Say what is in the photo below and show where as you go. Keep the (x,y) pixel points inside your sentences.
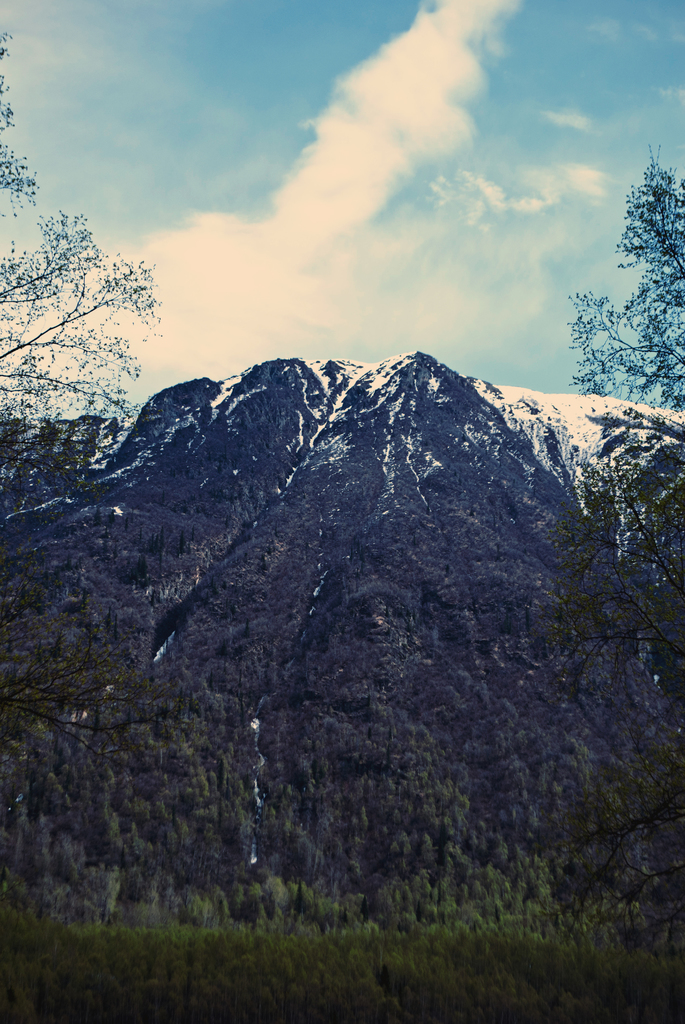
This image consists of mountains (133,479) covered with plants (437,513). On which there is snow (222,393). At the top (299,128), there are clouds (320,179) in the sky (358,346).
